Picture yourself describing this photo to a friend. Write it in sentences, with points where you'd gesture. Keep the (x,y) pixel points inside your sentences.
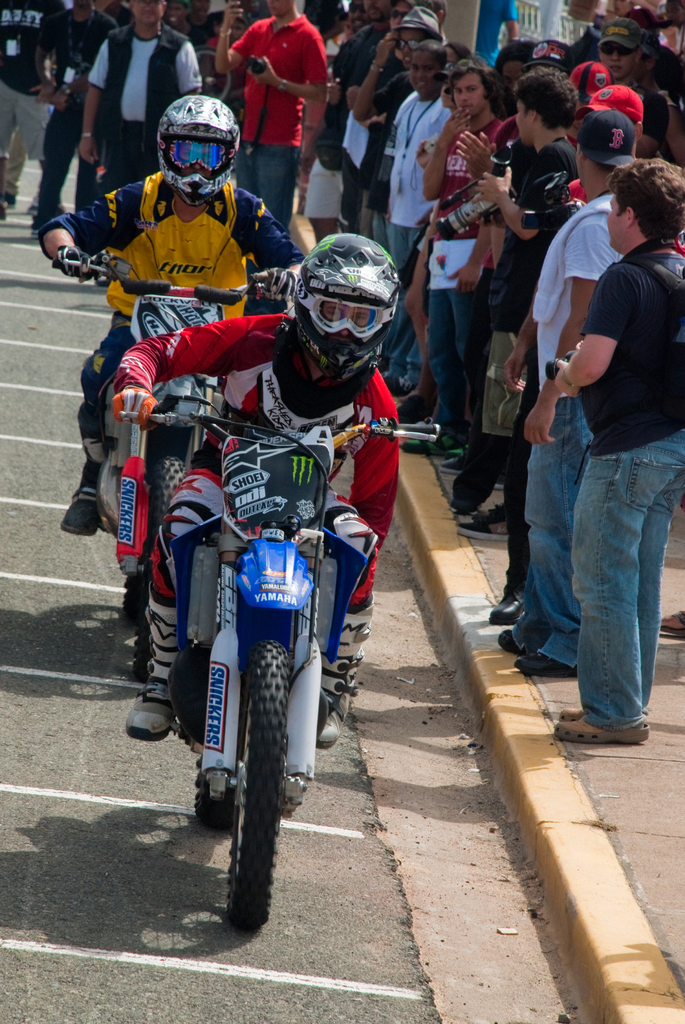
Two men (69,219) are riding bike (279,596) on the road (279,928) with some people (609,494) at the background (34,70).
